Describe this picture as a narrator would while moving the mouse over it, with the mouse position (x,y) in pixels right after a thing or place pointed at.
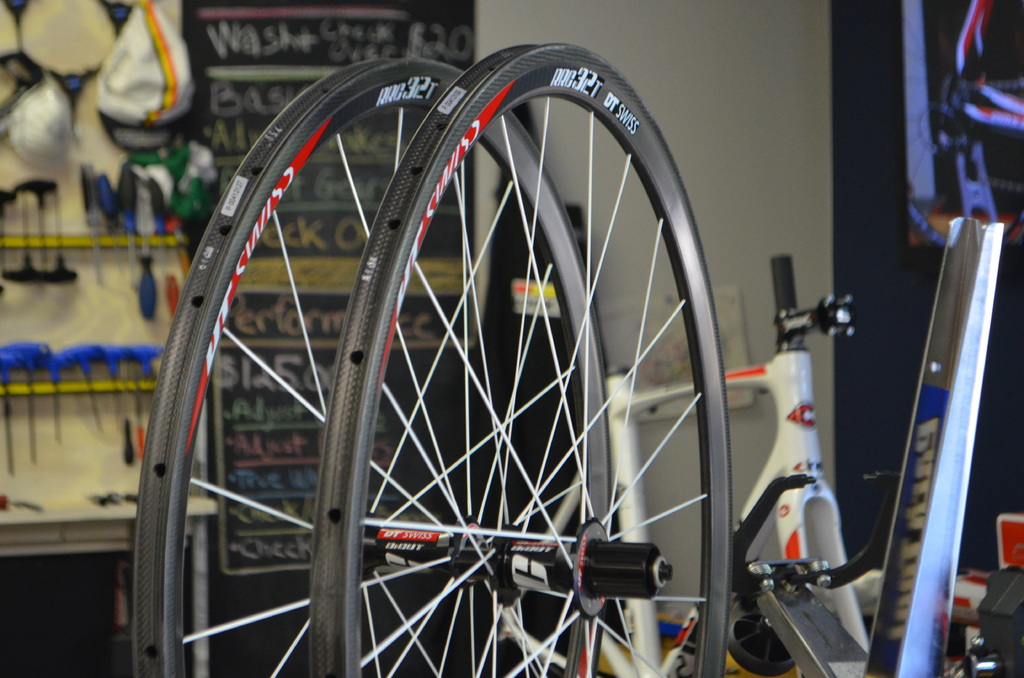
In this image, we can see the wheels (531,62) and parts (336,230) of a bicycle (483,548). We can see the wall (631,202) with some objects (987,14) attached to it. We can also see a poster (242,99) with some text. We can see some objects (1015,541) on the right (994,576). We can also see some objects (70,351) on the left (38,199).
